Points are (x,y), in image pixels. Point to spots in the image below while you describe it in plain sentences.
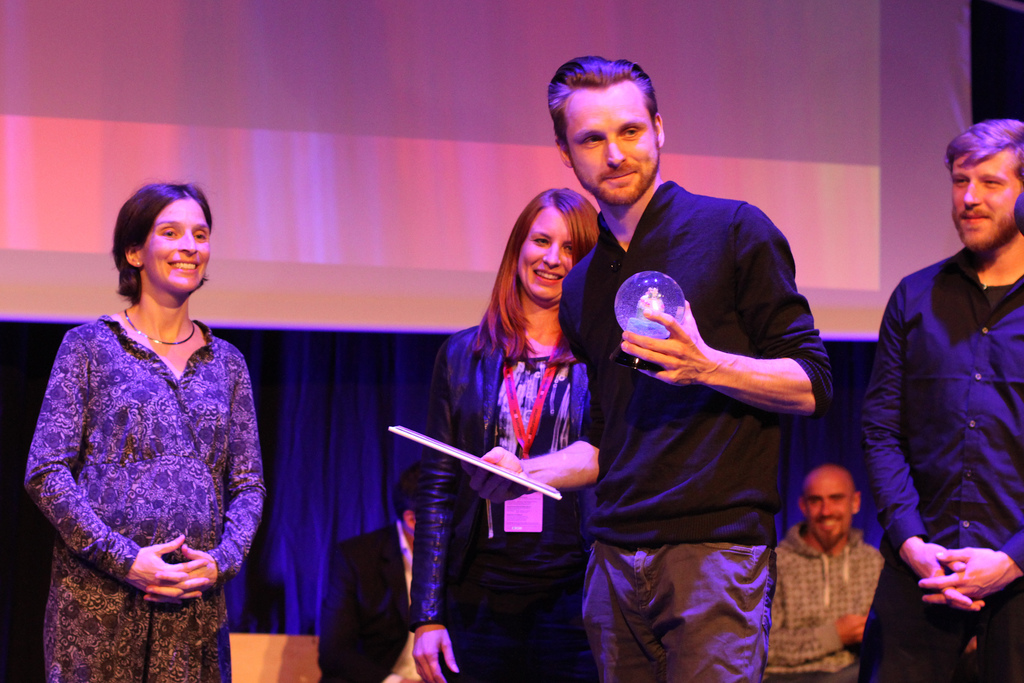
In this image I can see few people (666,361) standing and few are sitting on the chairs (290,657). In front (662,326) the person (666,463) is holding ball (644,288) and paper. Back I can see a screen (368,217) and blue curtain (357,439).
